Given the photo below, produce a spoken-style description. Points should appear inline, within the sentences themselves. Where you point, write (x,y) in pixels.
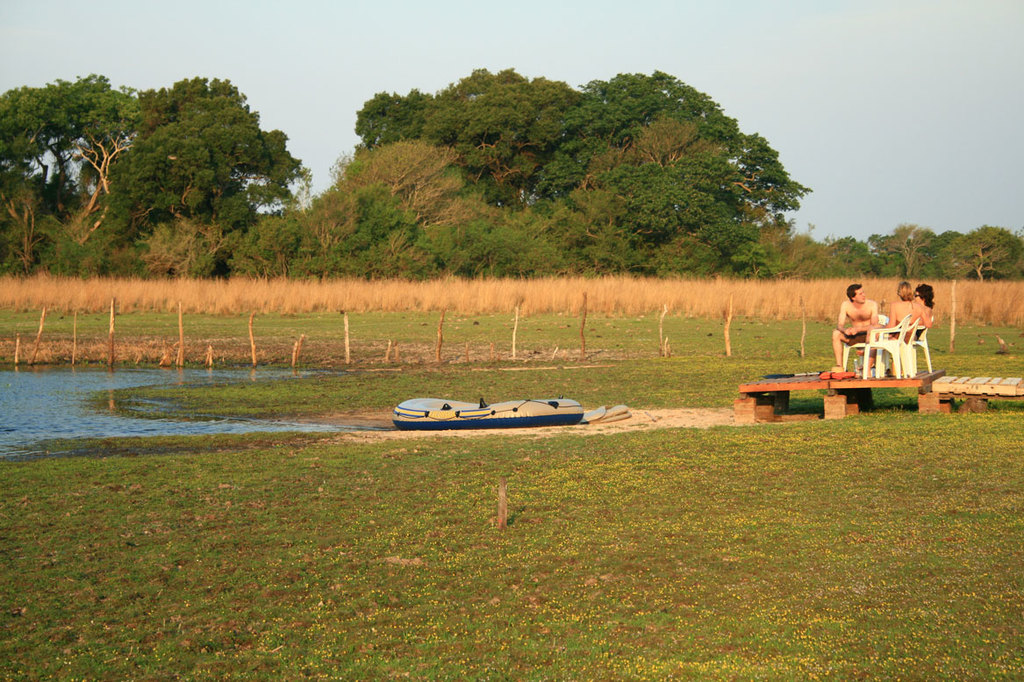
In the middle of this image (571,419), there is a boat (422,416) near the water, on the ground (644,461). On the right side (842,320), there are three persons (862,322) sitting on white color chairs (900,353), which are on a platform (800,380). This platform (843,386) is on the ground (688,345), on which there is grass (688,345). In the background (740,308), there are trees (748,231), dry grass (978,306), poles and there are clouds (291,56) in the blue sky (273,56).
